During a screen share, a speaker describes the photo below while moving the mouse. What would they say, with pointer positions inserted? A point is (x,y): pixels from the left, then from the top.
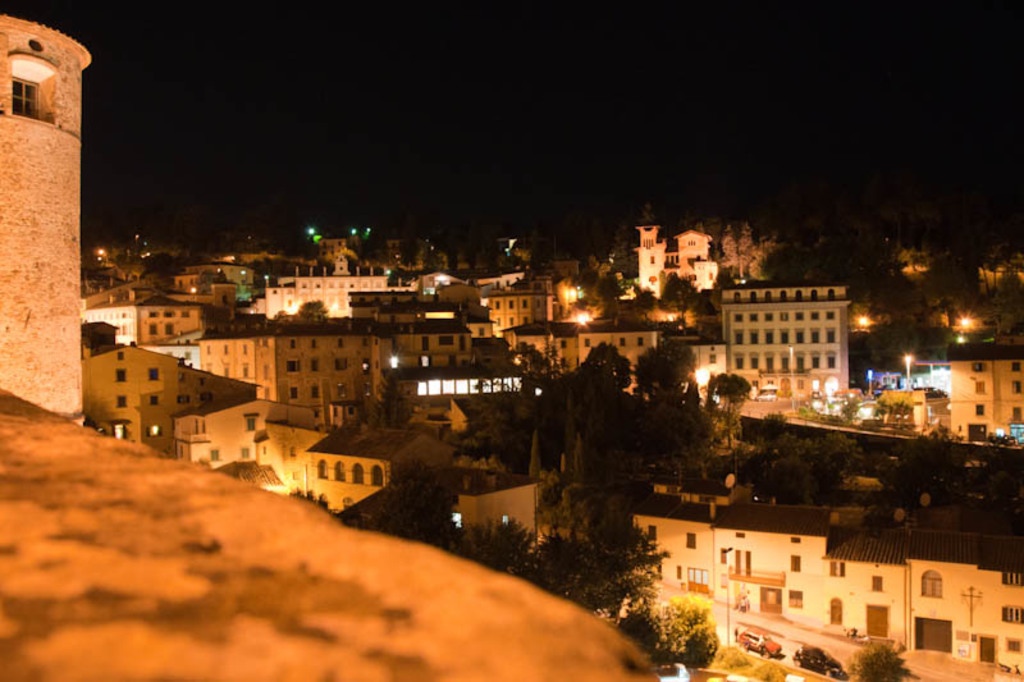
In this picture we can see some buildings (495,482), trees (476,437) and lights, at the bottom (825,668) there are two cars (801,658) here, we can see the sky (502,112) at the top of the picture (535,68).
